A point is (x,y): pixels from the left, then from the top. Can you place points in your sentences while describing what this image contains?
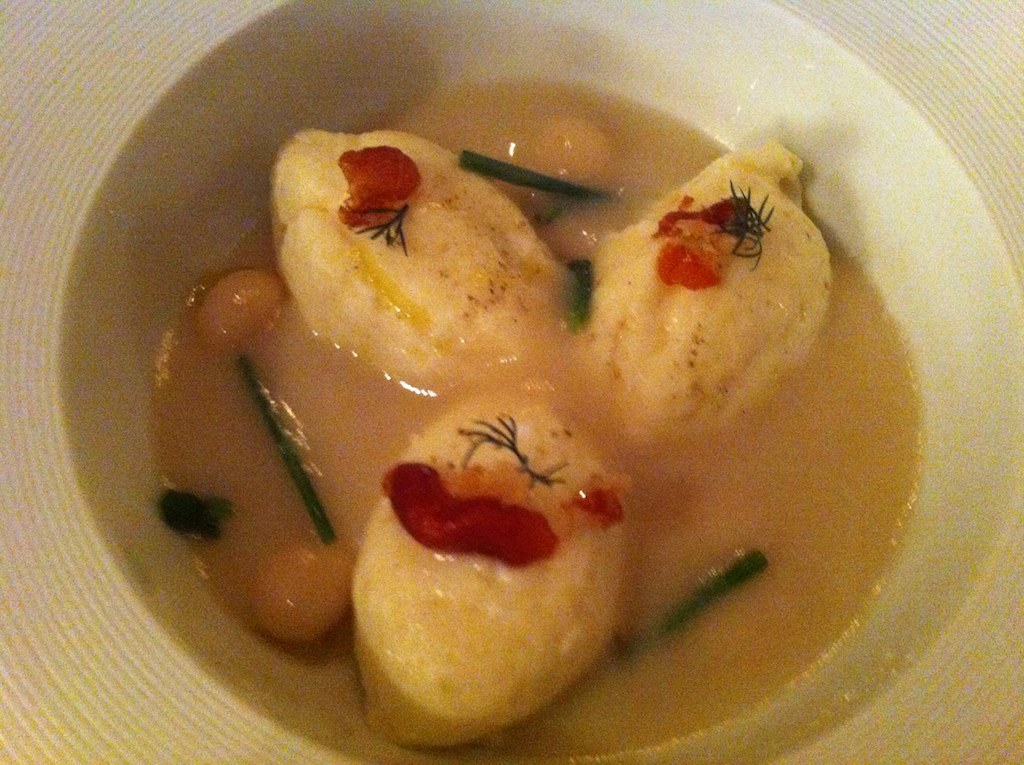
In this picture I can see there is some food (438,275) placed in a bowl (125,106).
